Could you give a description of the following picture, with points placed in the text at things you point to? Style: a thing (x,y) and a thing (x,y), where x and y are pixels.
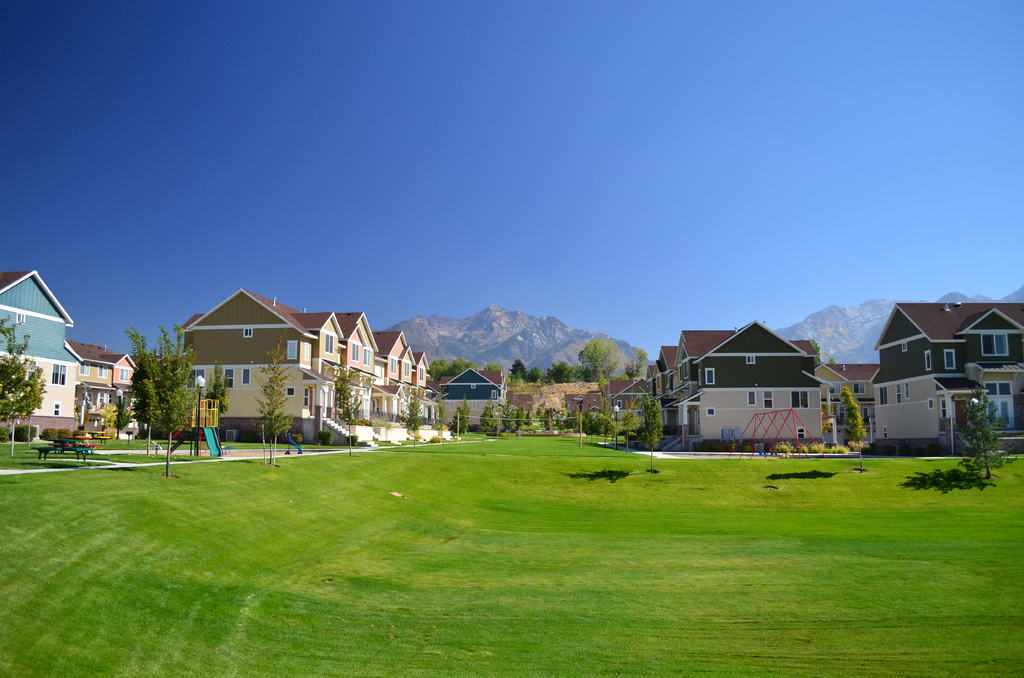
In this image, we can see some trees (604,382), buildings (229,390) and mountains (795,328). There is a grass (403,606) on the ground (608,472). There is a sky (521,187) at the top of the image (445,98).
